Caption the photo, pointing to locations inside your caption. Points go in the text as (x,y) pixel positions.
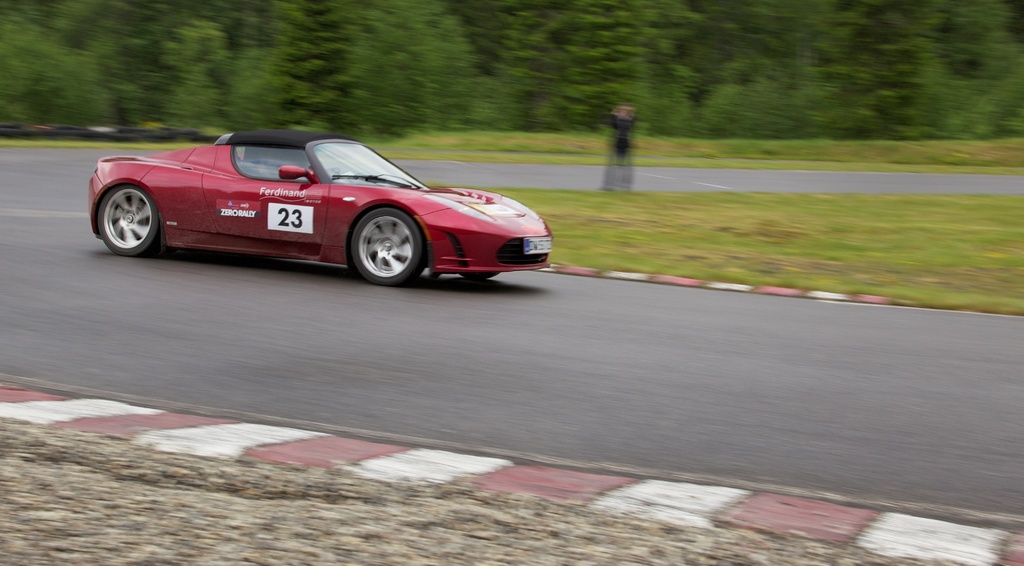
In this image I can see the car (430,236) on the road (530,371). The car (196,240) is in red color and I can see something is written on it. In the background (590,29) there are many trees (438,93).
